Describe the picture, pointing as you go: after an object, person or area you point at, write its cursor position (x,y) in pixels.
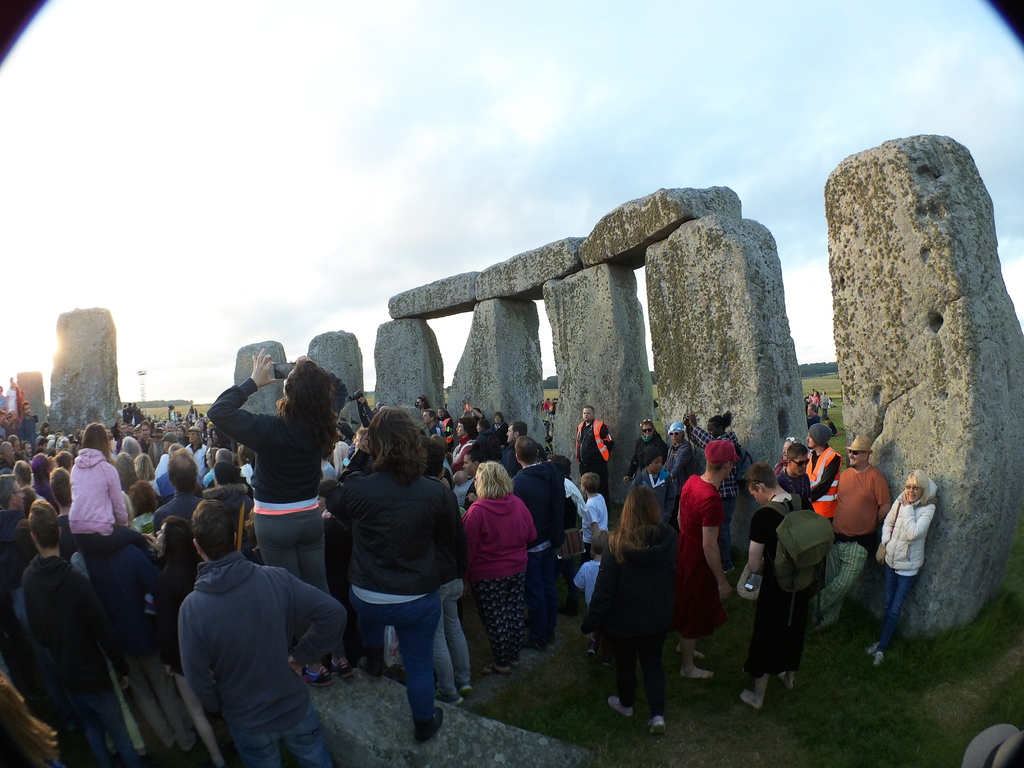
In the picture I can see a group of people (420,516) are standing on the ground (480,660). In the background (452,372) I can see stones (763,376), the sky (471,138) and some other objects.
